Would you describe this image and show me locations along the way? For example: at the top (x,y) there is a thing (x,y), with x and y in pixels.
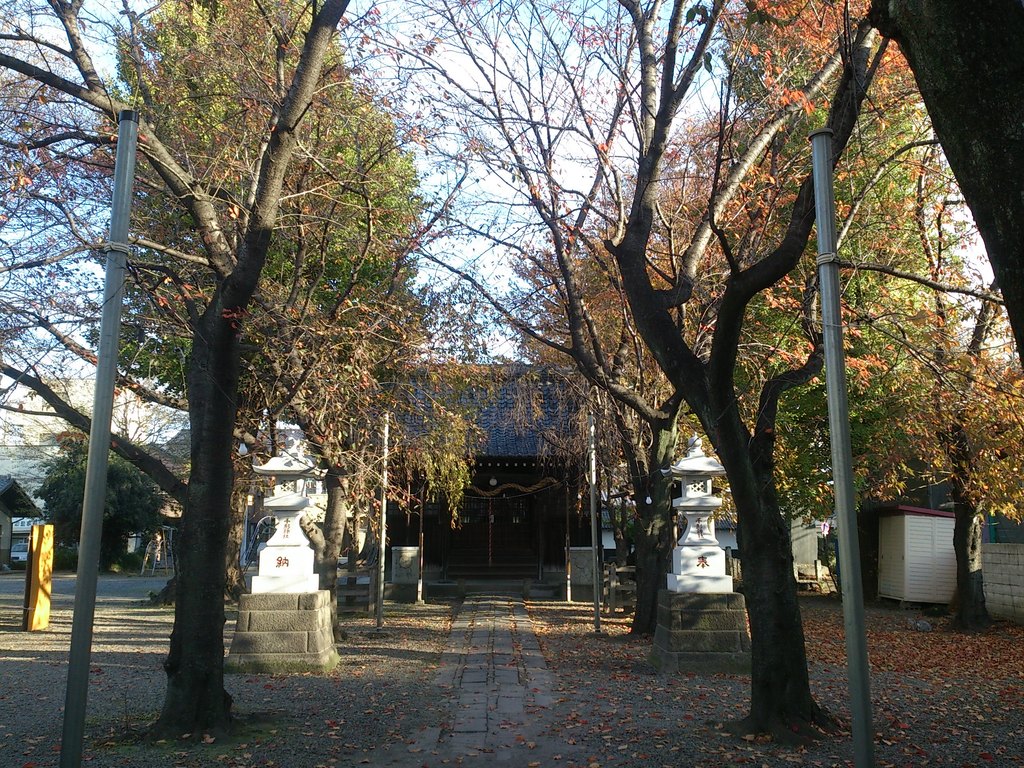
In this picture there are poles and trees (589,234) on the right (786,315) and left side of the image (178,270) and there are houses (523,544) in the background area of the image (33,484) and there are pillars (692,435) in the image.
